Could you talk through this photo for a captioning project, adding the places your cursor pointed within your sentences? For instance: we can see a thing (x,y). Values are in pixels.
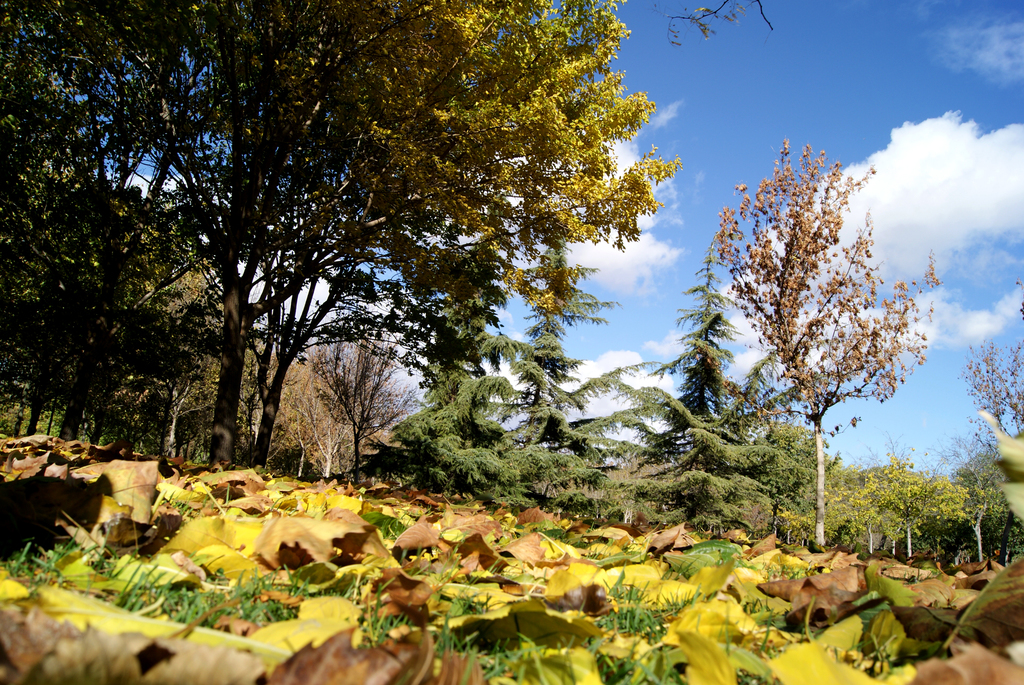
In this image there are some trees (436,472) in middle of this image (547,368) and there are some plants (479,562) at bottom of this image (672,576) and there is a sky (795,159) at top of this image (741,122).
